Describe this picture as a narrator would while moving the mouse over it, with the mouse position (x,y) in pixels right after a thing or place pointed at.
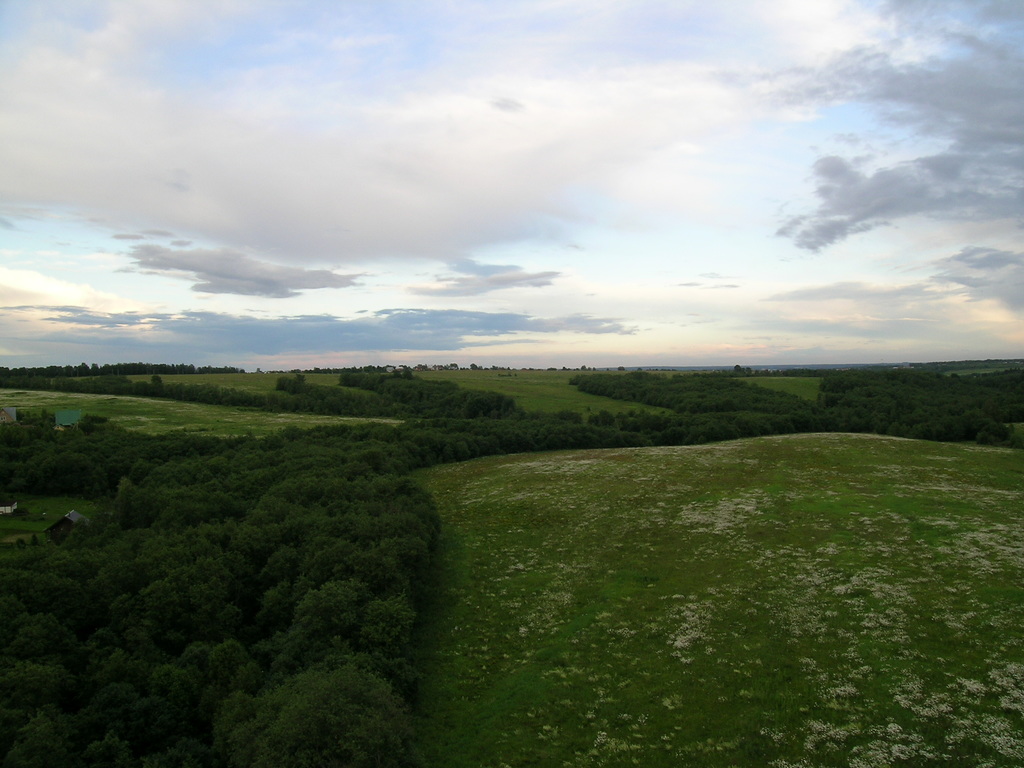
In this image we can see the trees (334,567), houses (49,538) and grass (41,521) on the ground (570,507), in the background (492,345), we can see the sky (373,329) with clouds (402,342).
